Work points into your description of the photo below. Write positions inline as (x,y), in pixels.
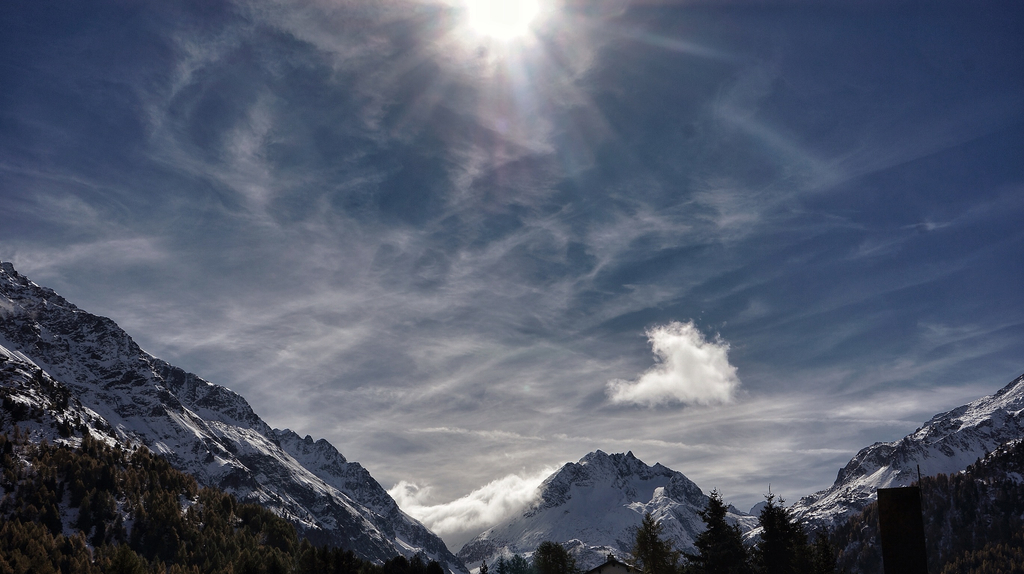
In this image, we can see there are trees (19,489) and snow (79,388) on the mountains (964,474). In the background (508,465), there are clouds (477,90) and sun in the sky (659,78).
